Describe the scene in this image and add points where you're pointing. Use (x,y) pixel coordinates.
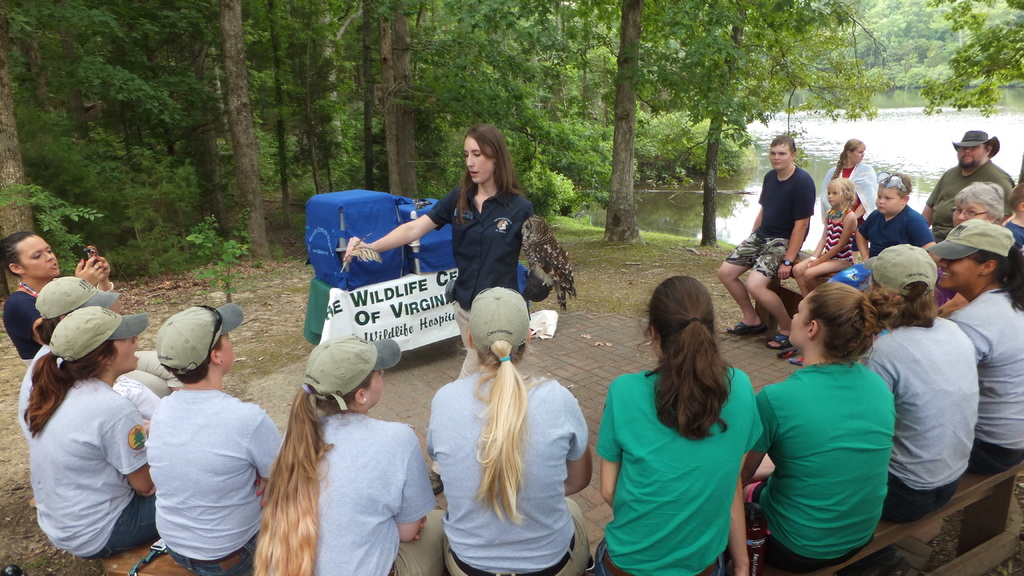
In the middle of the image (468,214) there is a woman (482,241) standing and holding a bird (548,263) in the hand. Few people (109,356) are sitting around her and looking at her. At the back of this woman (460,251) there is table (324,302) on which few bags (330,246) are placed and there is a white color banner (386,315) on which I can see some text (362,299). In the background (379,119) there are many trees (531,119). On the right side (909,127) there is water (919,135).
